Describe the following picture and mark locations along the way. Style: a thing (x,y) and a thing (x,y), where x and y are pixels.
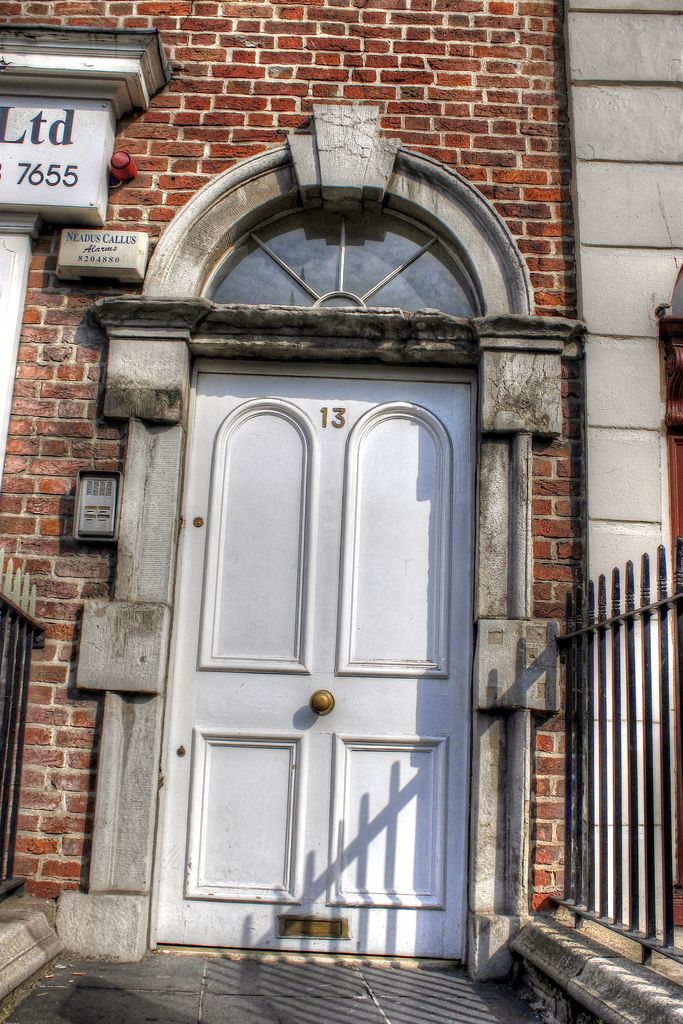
In this image I can see the door (304,759) which is in white color. To the side of the door (365,771) I can see the railing (15,659). In the back (132,208) I can see the brown color brick wall (122,142) and the board (89,104) to the left (79,142).
